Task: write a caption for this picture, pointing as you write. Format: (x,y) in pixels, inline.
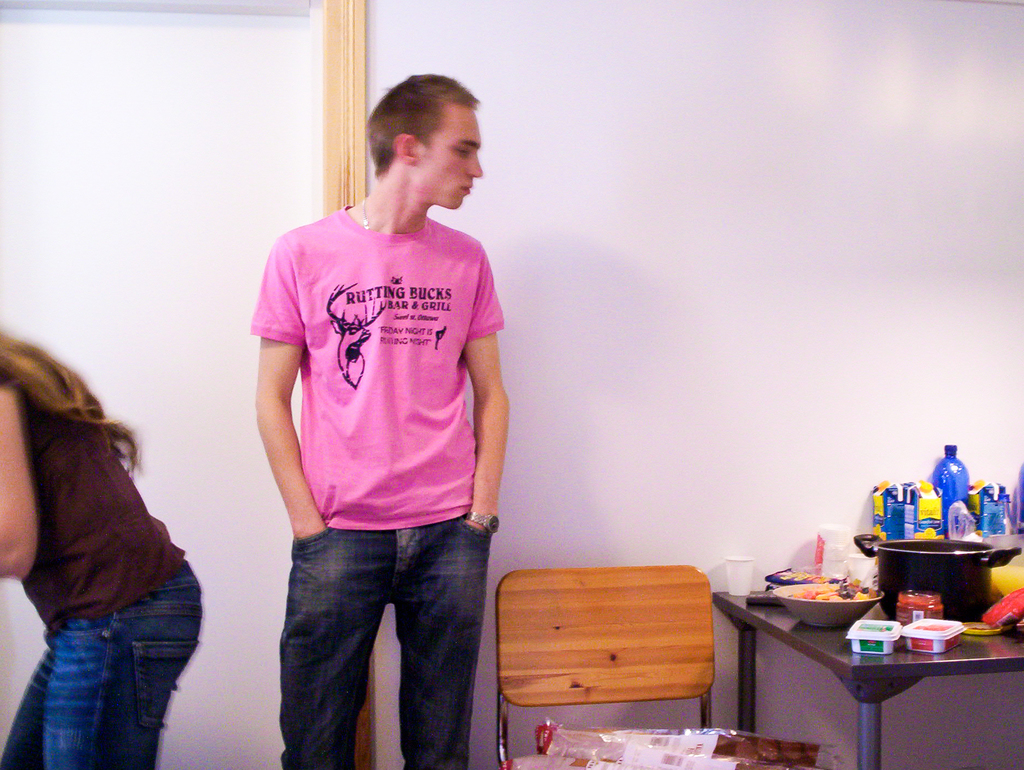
In this picture a pink shirt guy (322,356) is standing and a lady (59,491) is bending beside him. In the background (639,597) we observe a chair (650,621) and a table (847,645) on top of which food items (916,614) are placed.
